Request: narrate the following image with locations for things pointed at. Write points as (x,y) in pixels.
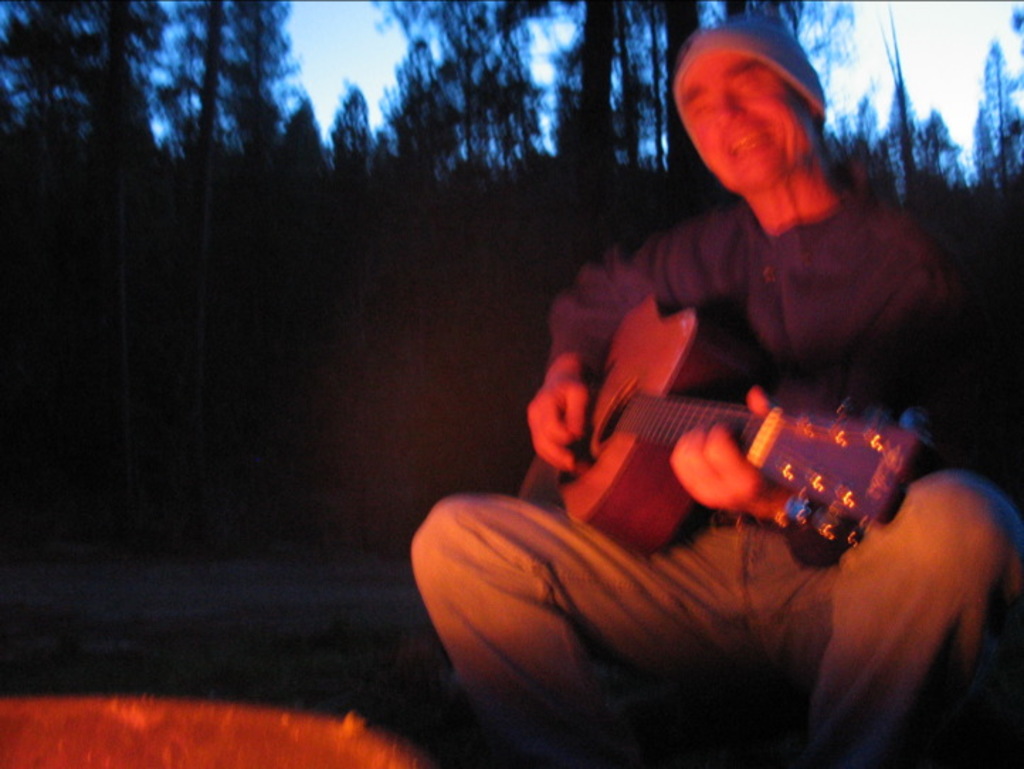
There is a person (499,741) on the right side (759,26). He is holding a guitar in his hand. He is playing a guitar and singing a song. In the background (570,74) we can see trees (325,163).
